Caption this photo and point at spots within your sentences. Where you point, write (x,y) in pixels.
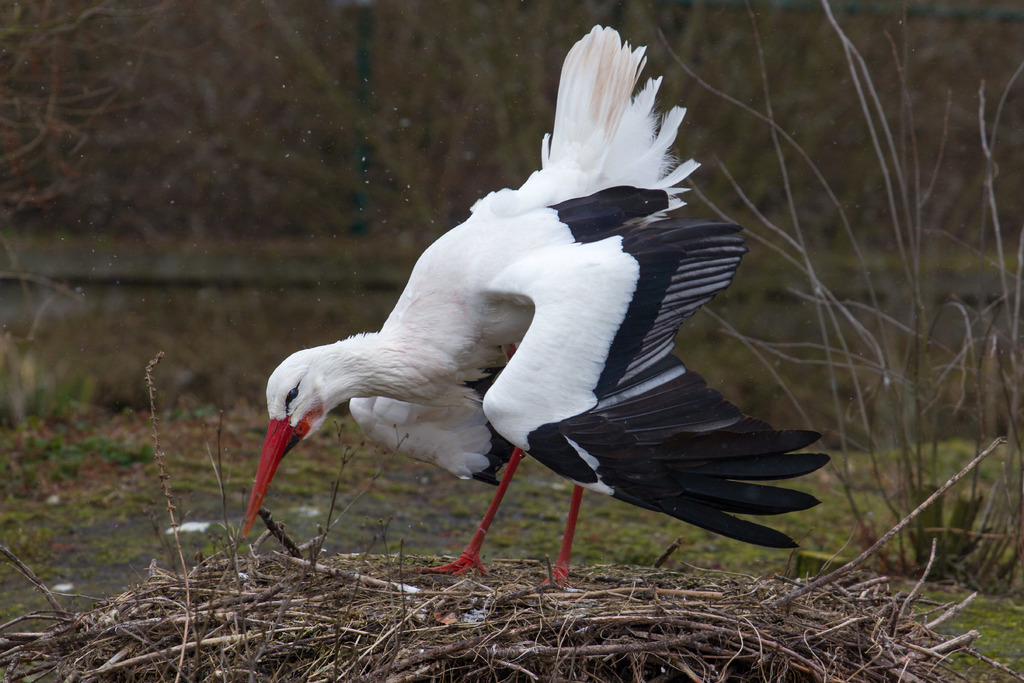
In this image there is a bird (462,402) standing on the dry sticks (334,623), behind the bird (607,326) there are trees (416,175).
